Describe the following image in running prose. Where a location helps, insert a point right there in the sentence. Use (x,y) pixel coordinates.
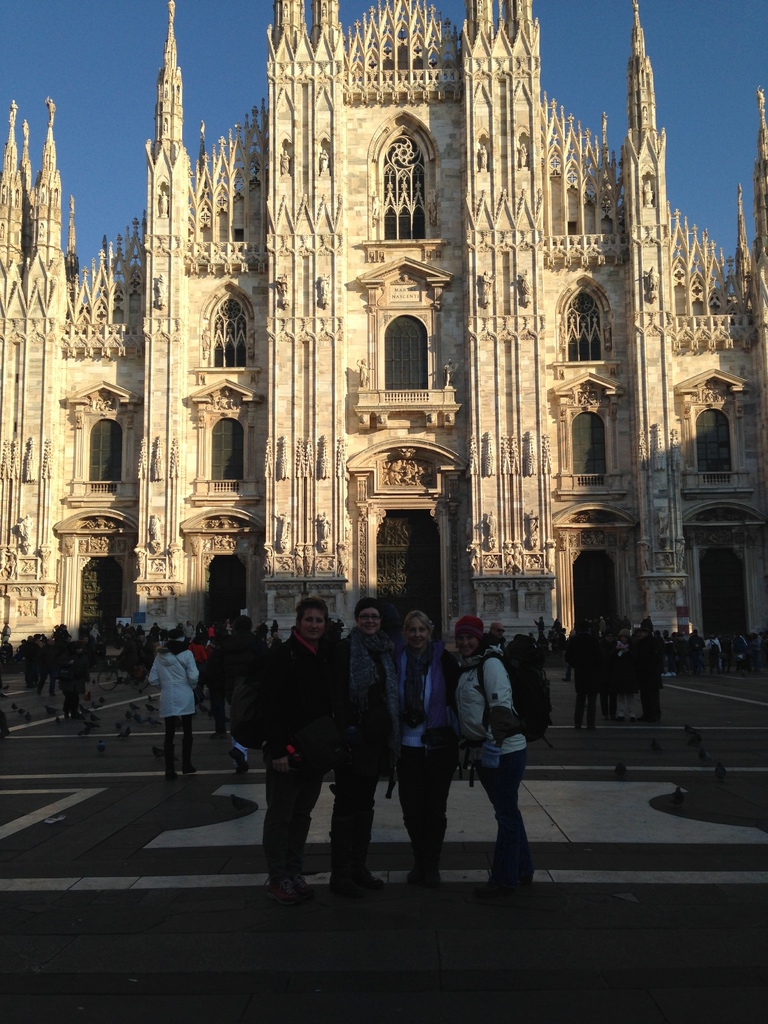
In this image I see number of people (409,633) and I see many birds (97,747) over here and I see the path (63,766). In the background (50,603) I see the building (402,450) and I see the sky (711,97).
